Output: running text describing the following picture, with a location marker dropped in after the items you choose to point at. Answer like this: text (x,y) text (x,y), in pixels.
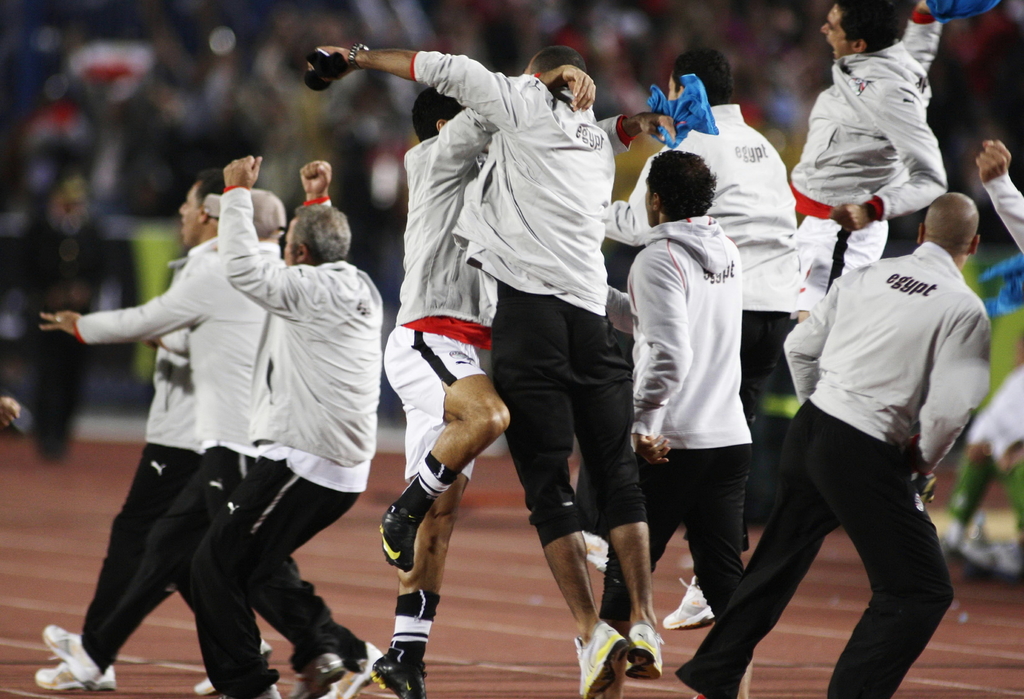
In this image I can see a group of people (545,383) among them some are jumping and some are standing. These people (473,410) are wearing white color tops (515,231) and black color pants (543,484). The background of the image (367,230) is blurred.
